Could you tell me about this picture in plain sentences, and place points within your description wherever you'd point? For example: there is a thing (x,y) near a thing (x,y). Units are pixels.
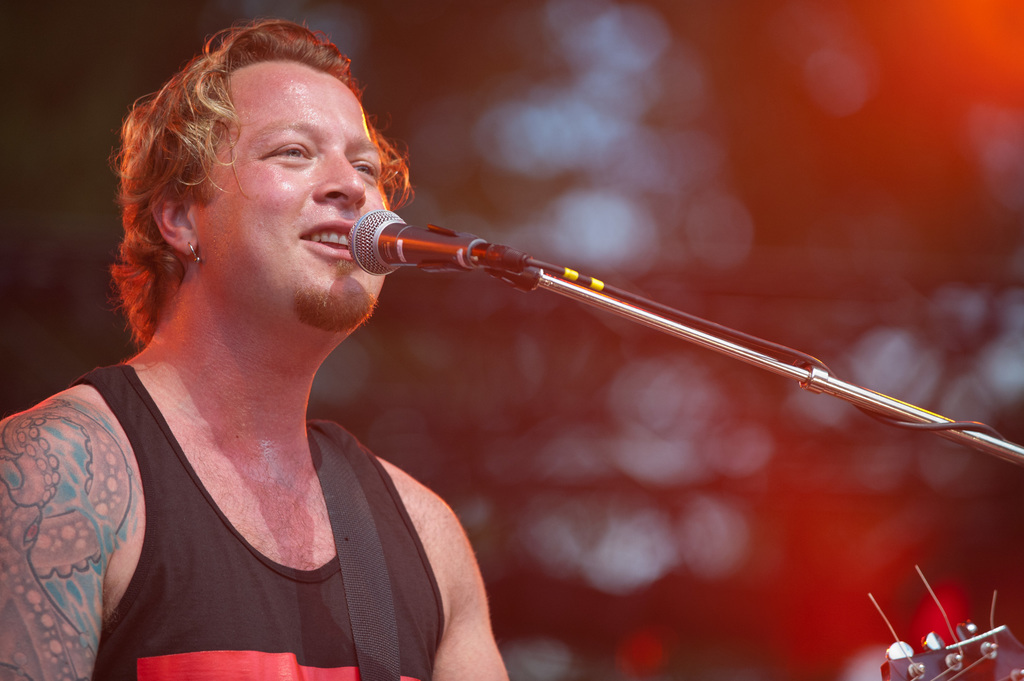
There is one person (266,454) standing on the left side of this image (234,454), and there is a Mic (445,247) in the middle of this image (433,250).
